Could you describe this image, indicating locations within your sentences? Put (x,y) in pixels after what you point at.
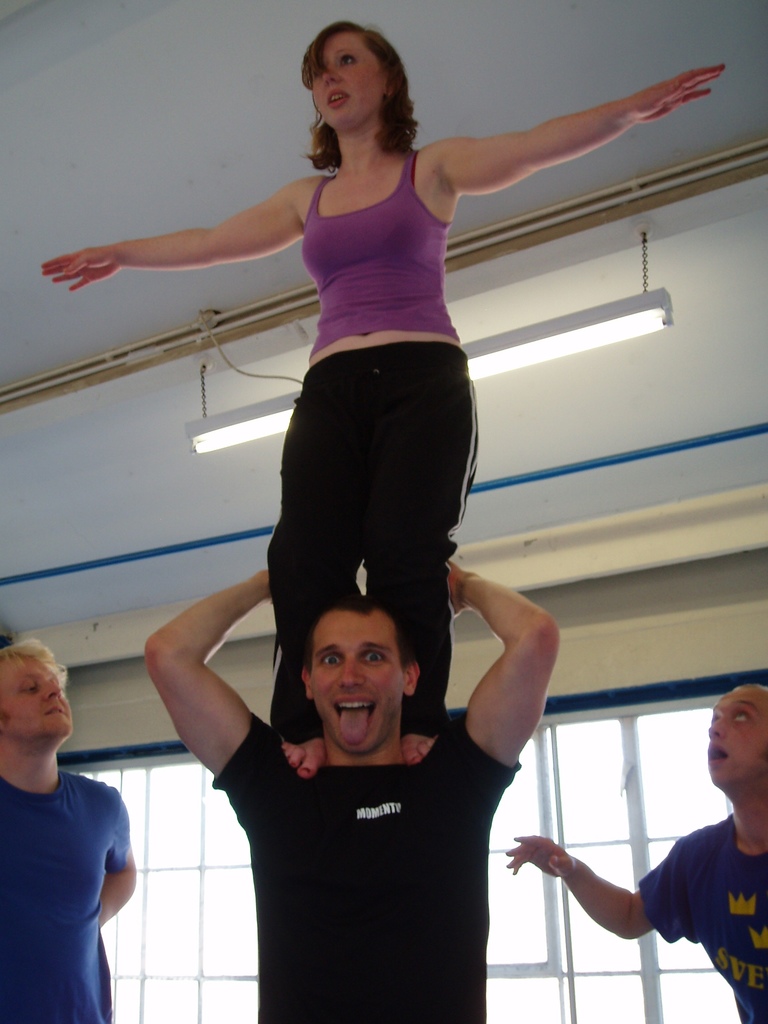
In this image I can see a man (344,857) is holding a woman (339,560) on his shoulders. Here I can see two men (736,786) are standing. In the background (574,318) I can see a tube light (553,324) on the ceiling (460,293) and windows (547,884).
